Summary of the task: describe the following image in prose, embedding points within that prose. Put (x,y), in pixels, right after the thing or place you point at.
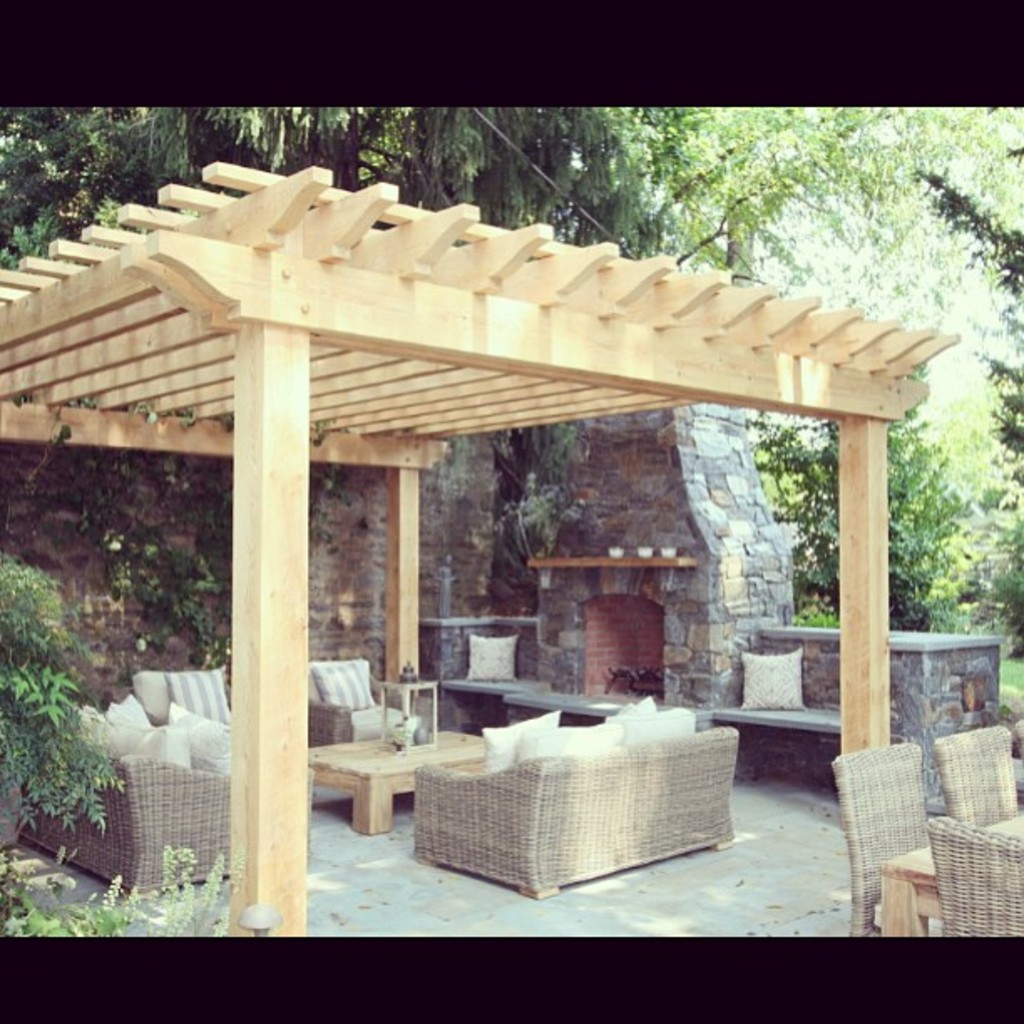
It is a outside view. In this image, we can see couches (531,791), chairs (364,718) with pillows (512,749). Here we can see a wooden table (408,759). On top of the table (389,762), we can see a box (415,691). Here fireplace (645,669). The right side (898,821), we can see few chairs (972,881) also. The left side (47,731), we can see some plants (41,696). Here we can see trees (390,155). At the middle of the image (631,346), we can see a wooden shed (707,363).
